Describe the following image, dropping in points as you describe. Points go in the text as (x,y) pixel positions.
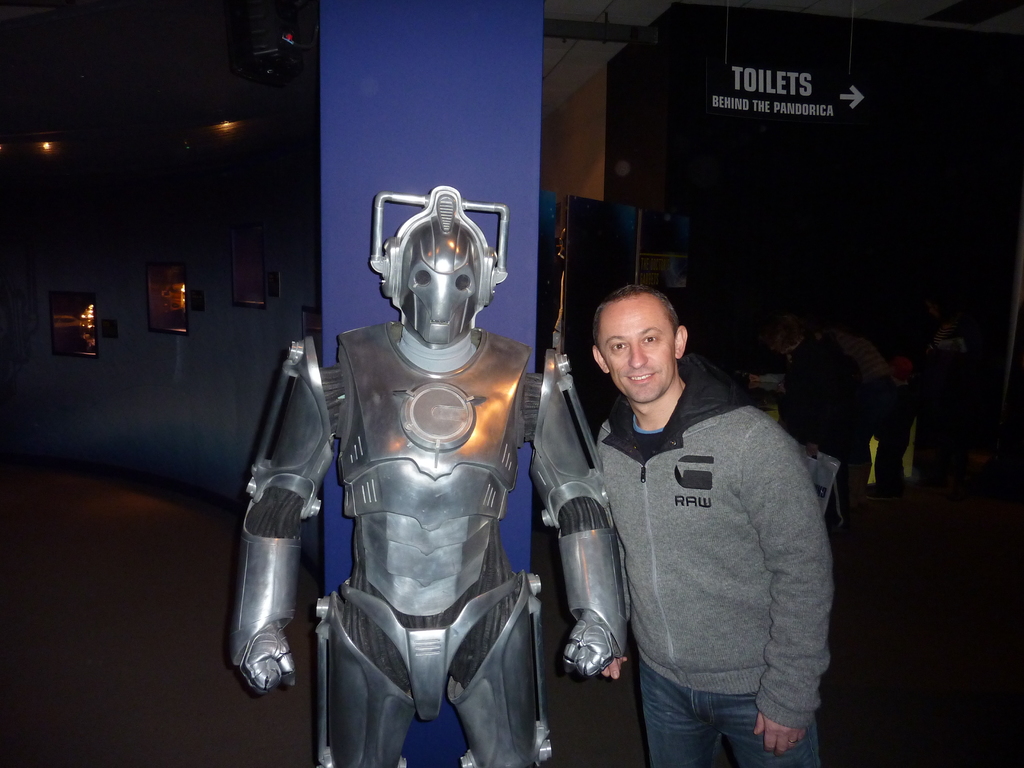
In this image I can see the person (672,617) standing beside the robot (432,544). The person (656,575) wearing the ash and blue color dress (632,564). In the background (232,252) I can see the lights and board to the wall (553,153).
